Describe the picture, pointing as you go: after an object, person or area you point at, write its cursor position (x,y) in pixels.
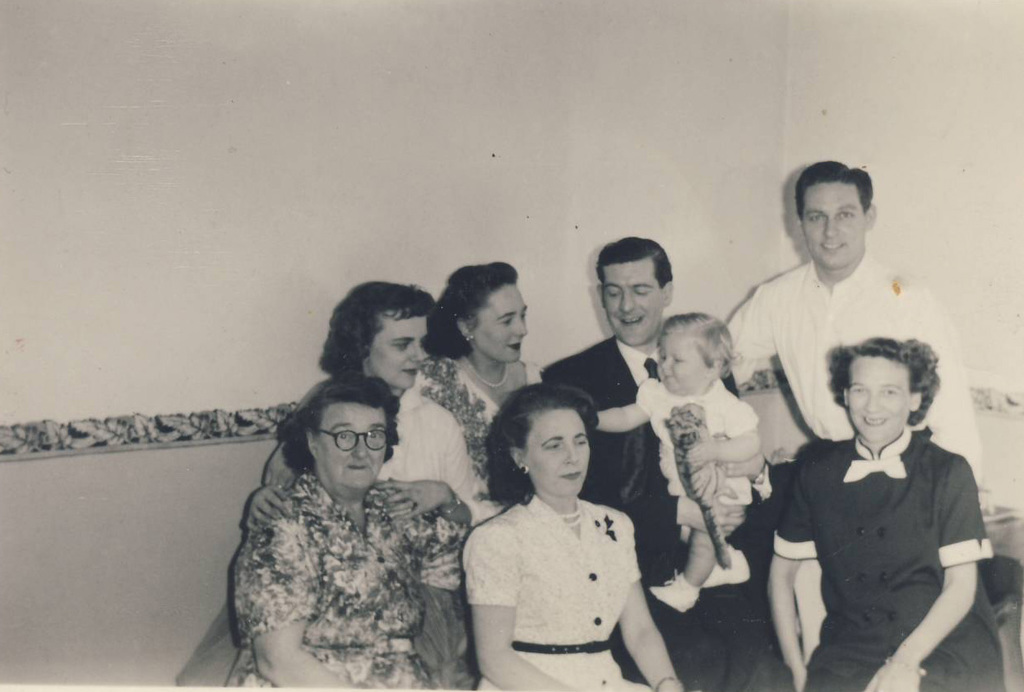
This picture might be taken from inside the room (700,279). In this image, we can see group of people (441,472), few people (629,551) are sitting and few people (854,313) are standing. In the background (142,65), we can see a wall (132,367).
